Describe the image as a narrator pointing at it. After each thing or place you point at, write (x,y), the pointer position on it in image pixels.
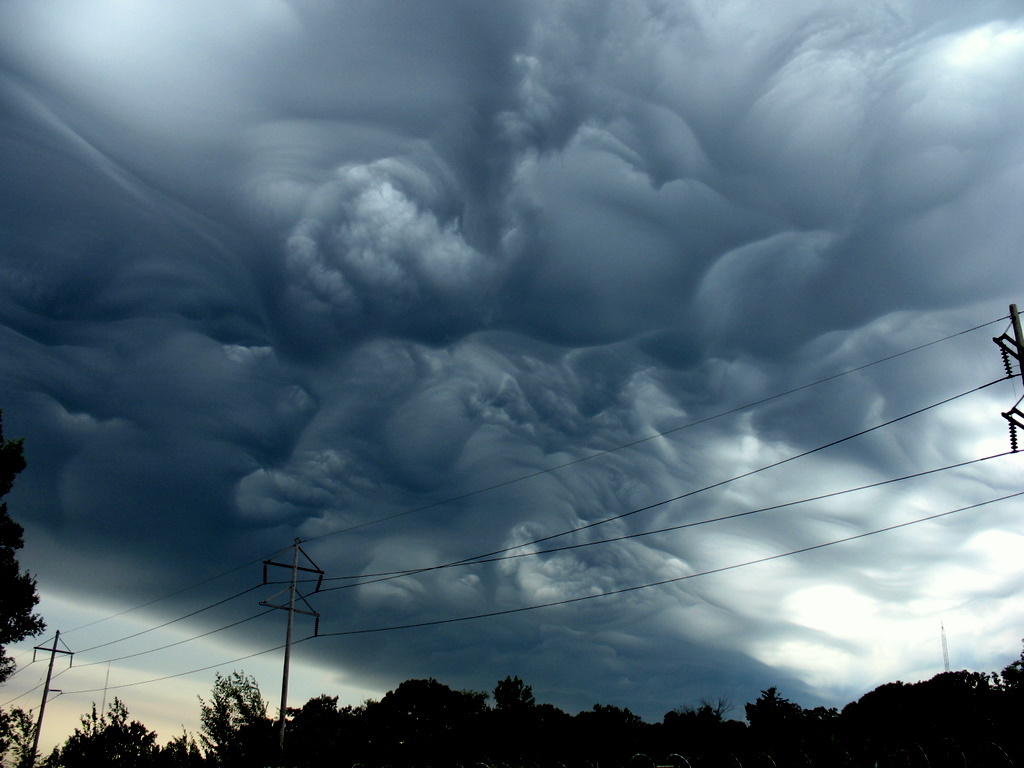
In this picture we can see trees (90,757) and current poles (45,702) with wires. We can see sky (473,269) is cloudy.
